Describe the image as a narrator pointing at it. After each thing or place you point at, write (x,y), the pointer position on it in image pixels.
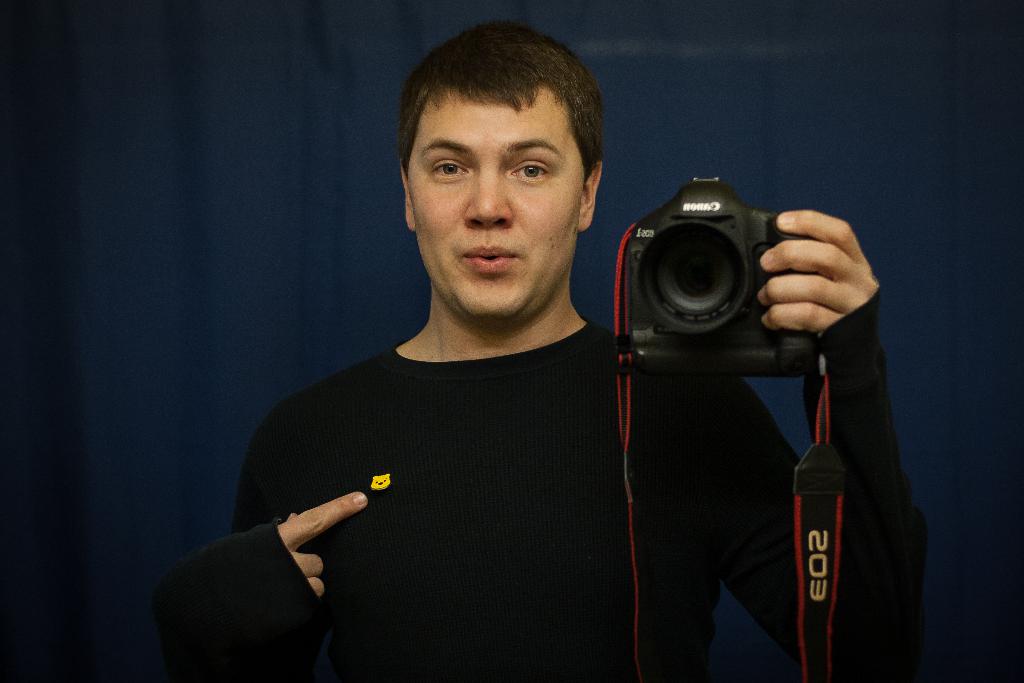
In this picture man (433,389) wearing a black t shirt (544,398) is holding a camera (674,367). There is a blue background (888,169).
